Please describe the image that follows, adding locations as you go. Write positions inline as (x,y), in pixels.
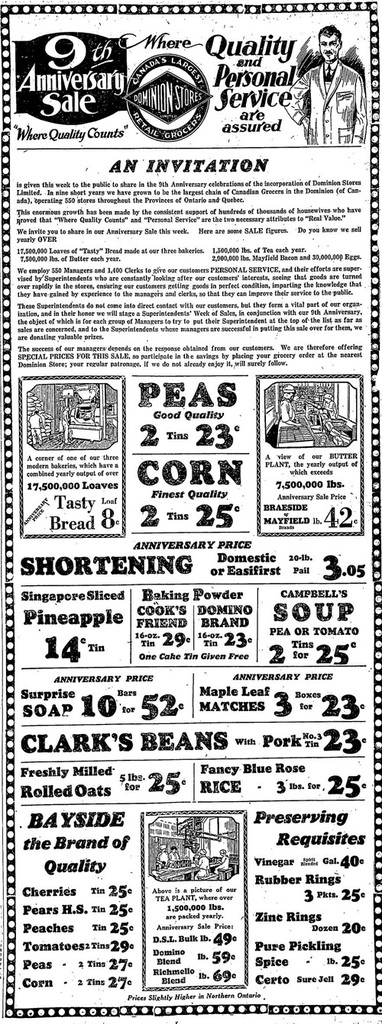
In this image there is an advertisement (139,153) with text (166,398) written on it.
